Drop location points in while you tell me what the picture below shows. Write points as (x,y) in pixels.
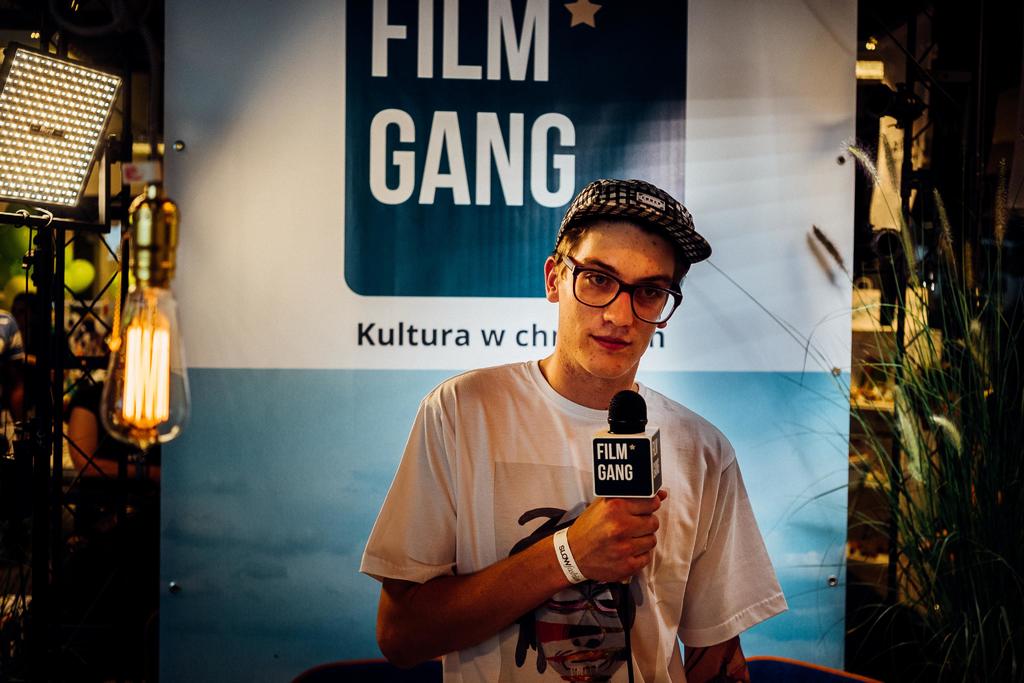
Here I can see a man (503,582) wearing white color t-shirt (476,439), cap (676,211) on the head (634,355), holding a mike (624,490) in hand (612,500) looking at the picture. In the background (396,154), I can see a white color board (273,417) on which there is some text (488,133). On the right side (971,515) there is a plant (953,449) and on the left side (77,480), I can see two lights (57,164) and a metal stand (45,367).
